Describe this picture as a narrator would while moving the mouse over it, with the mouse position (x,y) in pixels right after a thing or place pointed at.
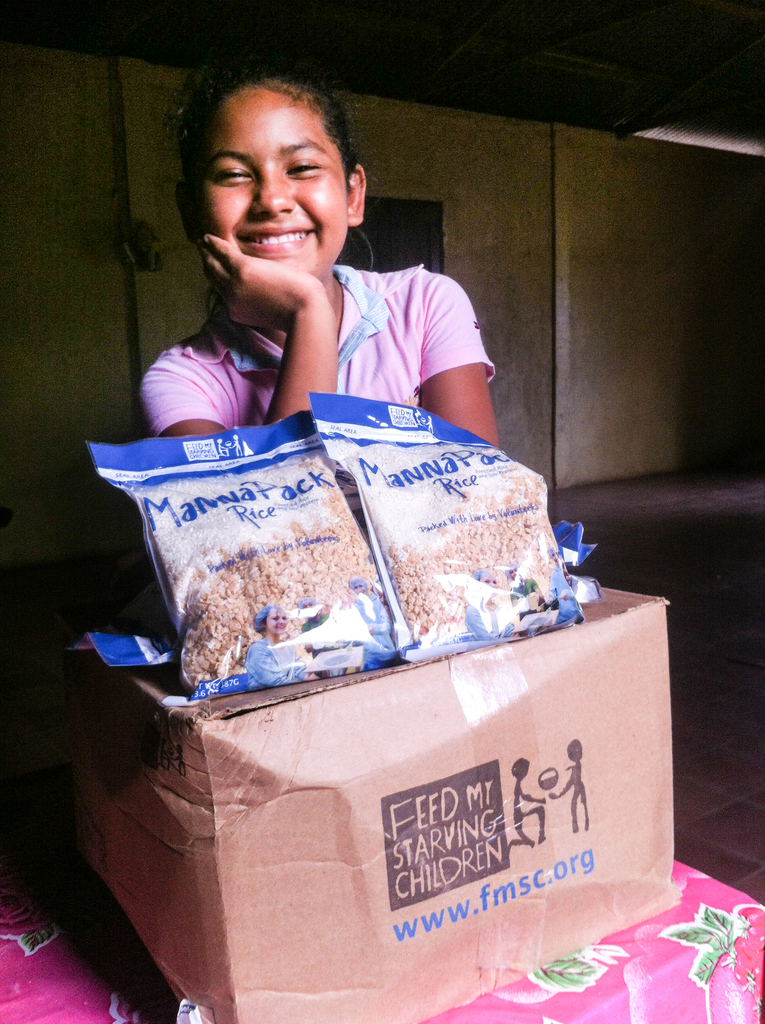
In the center of the image (319,379) we can see a girl (315,372) standing and smiling, before her there is a table (722,978) and we can see a cardboard box (408,789) and packs (342,652) placed on the table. In the background (439,214) there is a wall (499,218) and a door (432,218).
